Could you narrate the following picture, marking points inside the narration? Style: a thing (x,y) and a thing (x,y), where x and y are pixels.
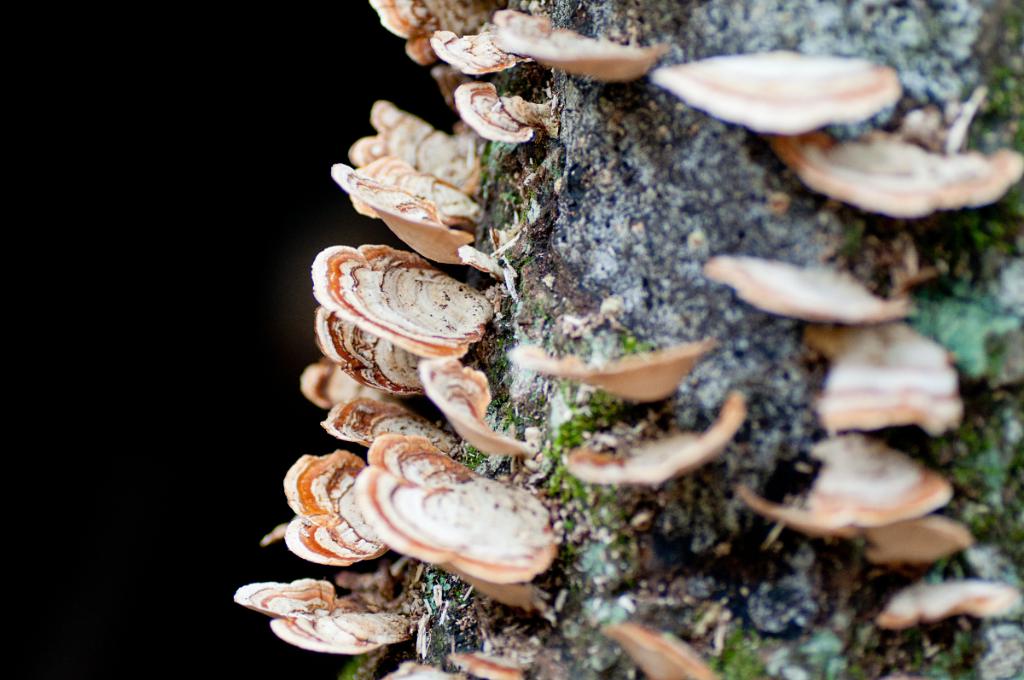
In this picture we can see polyporales (890,351) on a wooden branch (986,280). On the left side of the picture (79,161) it's dark.
